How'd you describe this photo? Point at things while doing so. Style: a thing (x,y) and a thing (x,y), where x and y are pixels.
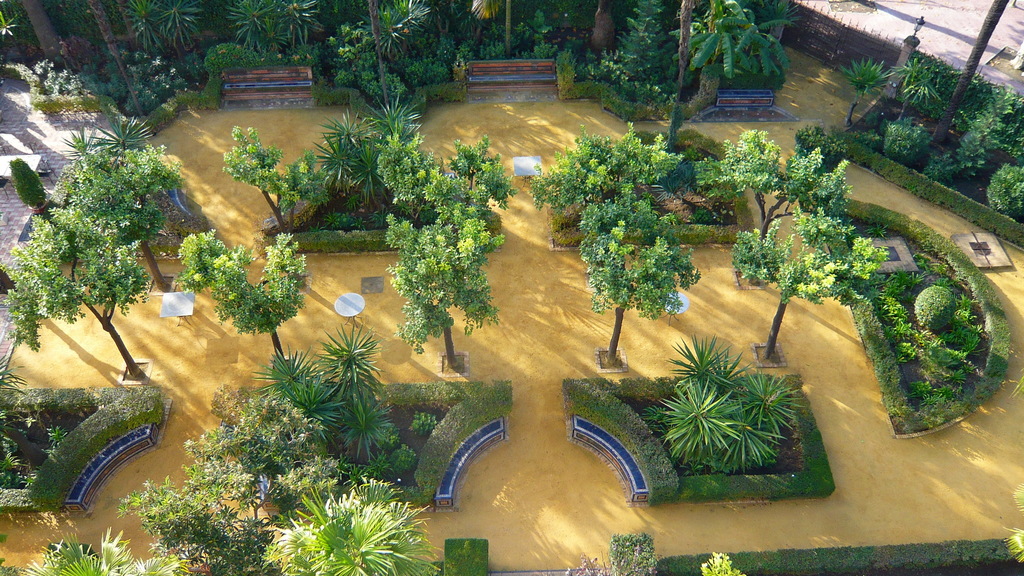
In this image there is grass (504,382), plants (971,276), trees (483,292), tables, light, gate (804,8).
